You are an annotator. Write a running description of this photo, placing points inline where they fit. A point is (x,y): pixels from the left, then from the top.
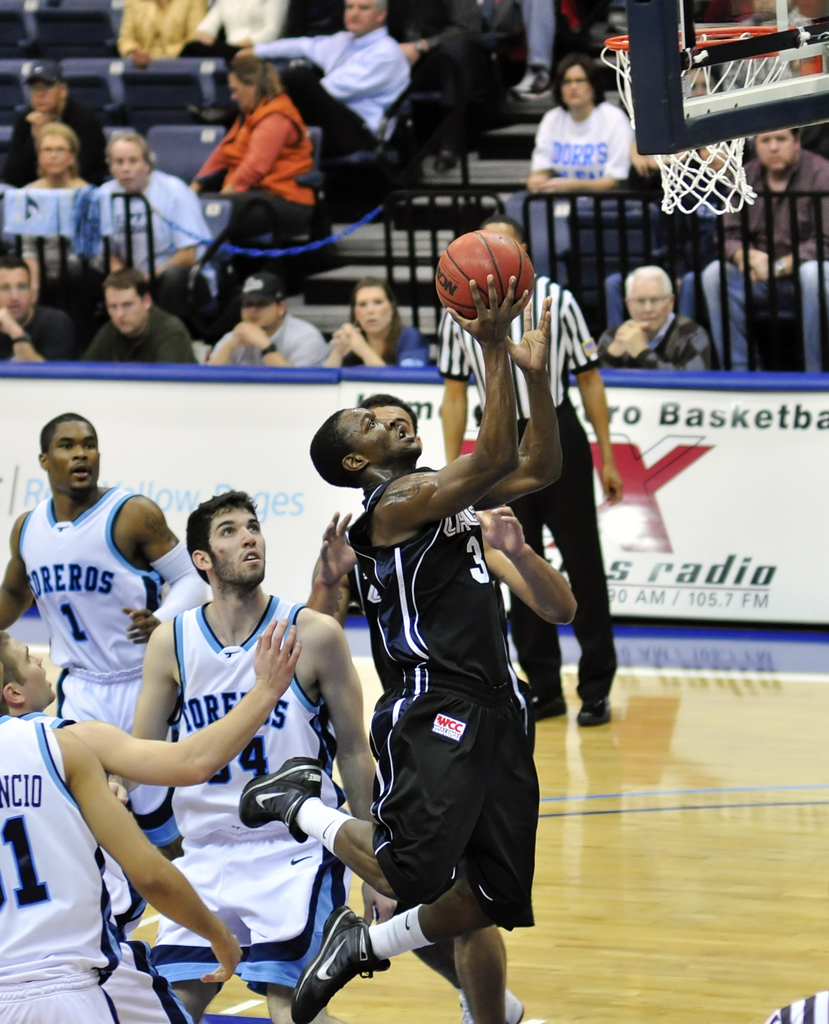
In this picture there is a group of basketball players (479,746) in the ground (615,724). In the front (392,776) there is a man (392,776) wearing black color t-shirt (454,610) and shorts (467,789) playing with the ball (438,278). Behind there are some audience (244,215) sitting and enjoying the game.
